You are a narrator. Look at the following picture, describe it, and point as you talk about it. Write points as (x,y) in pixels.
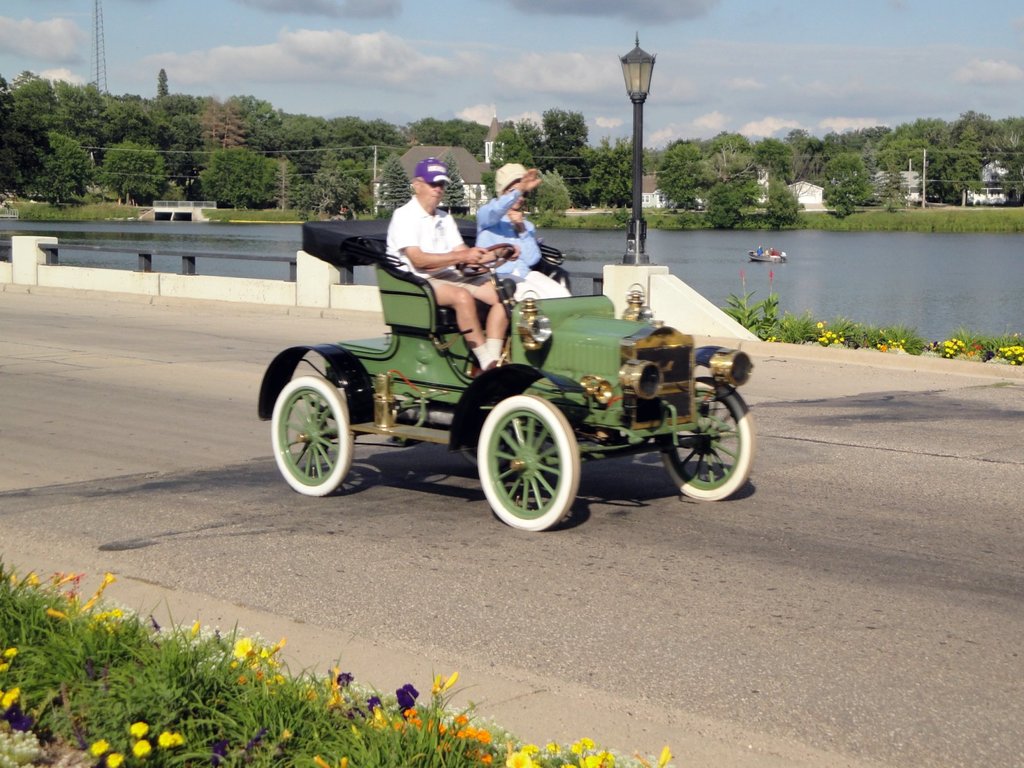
In this image there are two people (498,357) travelling in a car (442,372) on the road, in front of the image there are flowers (179,742) on the plants (258,705), on the other side of the road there is a lamp post (641,133) on the concrete fence (202,289), beside the lamp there are flowers (825,325) on the plant (867,327), in the background of the image (821,302) there is a boat (757,253) in the river (815,247), on the other side of the river (778,234) there are trees (705,187), houses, electric poles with cables (177,152) on it, a tower (98,62), at the top of the image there are clouds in the sky (303,110).
